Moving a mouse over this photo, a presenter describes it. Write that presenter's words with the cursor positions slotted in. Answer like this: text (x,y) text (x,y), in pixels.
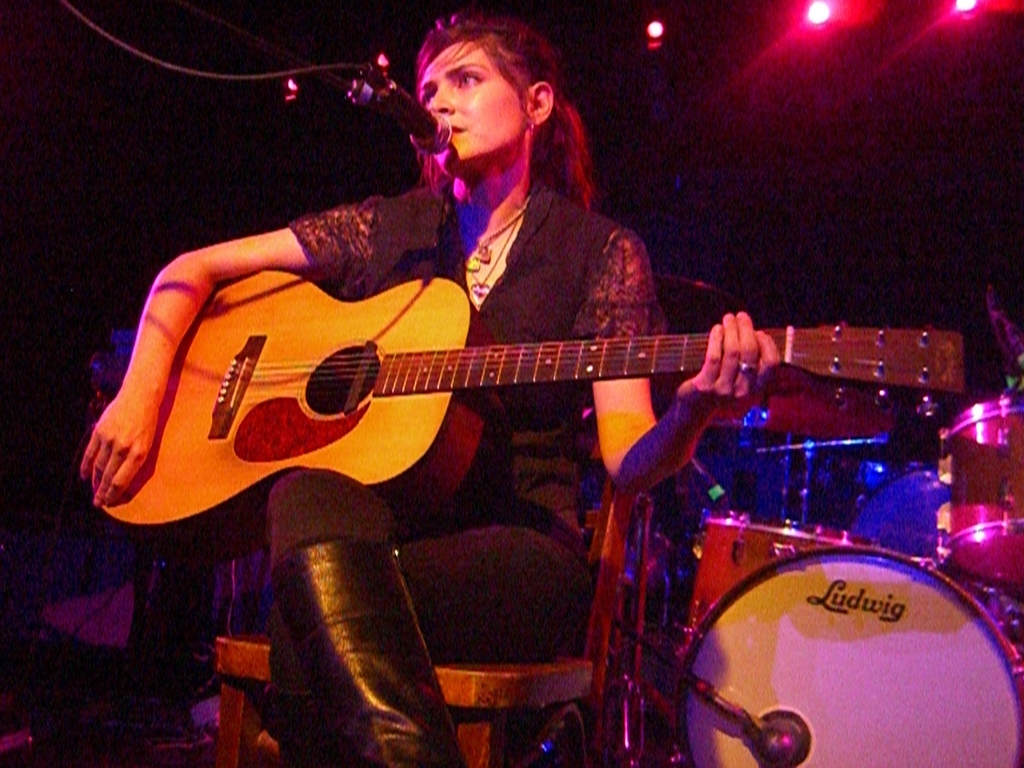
In the middle of the image (597,407), there is a woman (298,263) sitting on the chair (485,667) in front of the mike (433,137) and singing a song and playing a guitar (349,398). Beside that the musical instruments (958,461) are kept on the stage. On the roof (932,63) top right, lights (983,5) are visible. The background (873,245) is dark in color. It seems as if the image is taken on the stage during night time.
